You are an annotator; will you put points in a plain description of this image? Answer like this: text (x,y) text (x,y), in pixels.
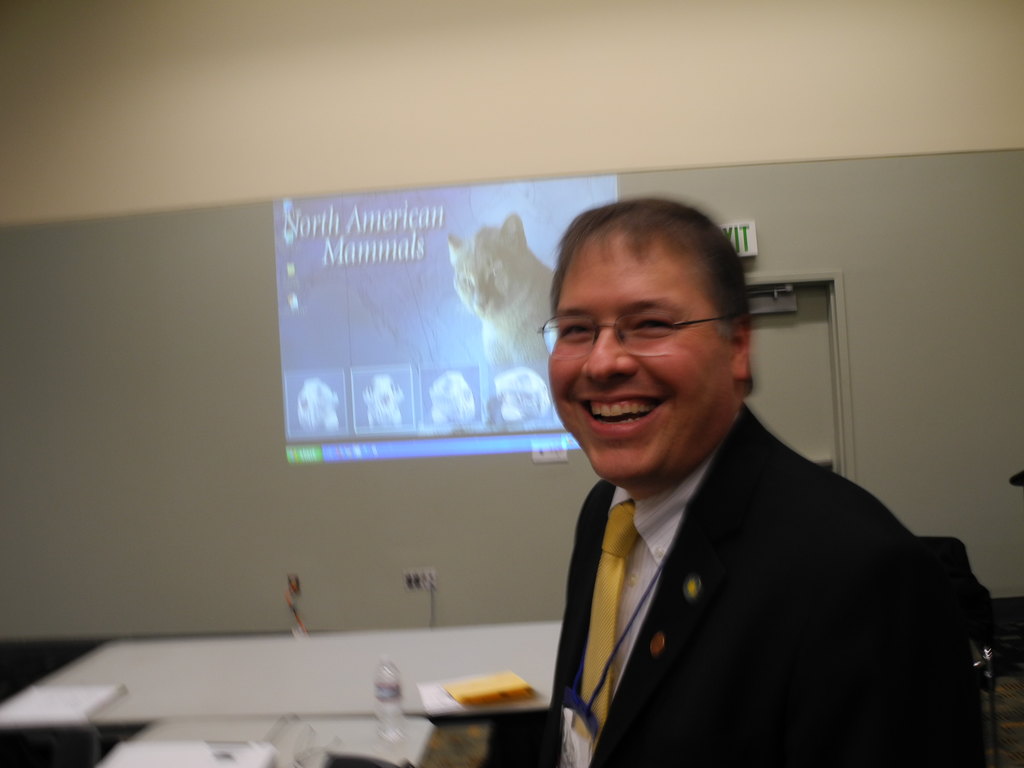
This is an image clicked inside the room (189,403). On the right side (772,630) there is a person (789,693) wearing black color suit (743,634) and smiling by looking at the picture. In the background (508,340) there is a screen (462,348) and a table (286,704). On the table (286,704) few papers (85,704) and one bottle (400,701) are placed.
